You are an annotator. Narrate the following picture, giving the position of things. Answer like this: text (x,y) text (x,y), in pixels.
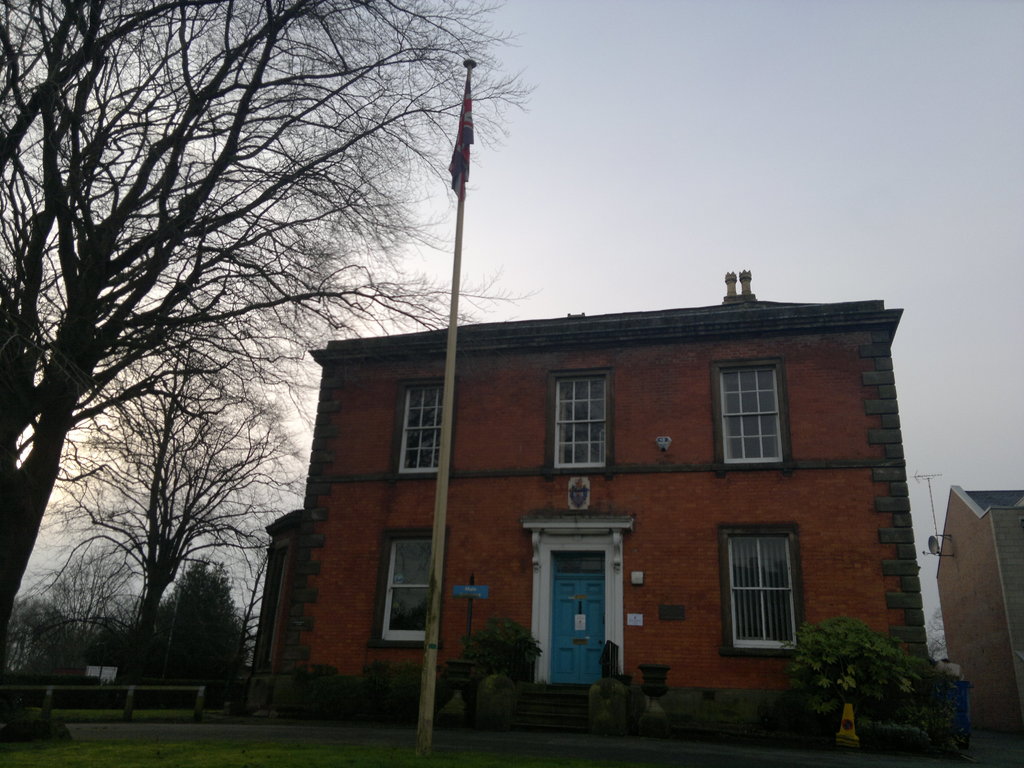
In this image in the front (399,761) there is grass (386,750). In the center (456,260) there is a pole (431,715) and on the pole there is a flag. On the left side (28,282) there is a tree (19,516). In the background (620,474) there are houses (810,581), trees (198,637) and there are plants (862,665).
